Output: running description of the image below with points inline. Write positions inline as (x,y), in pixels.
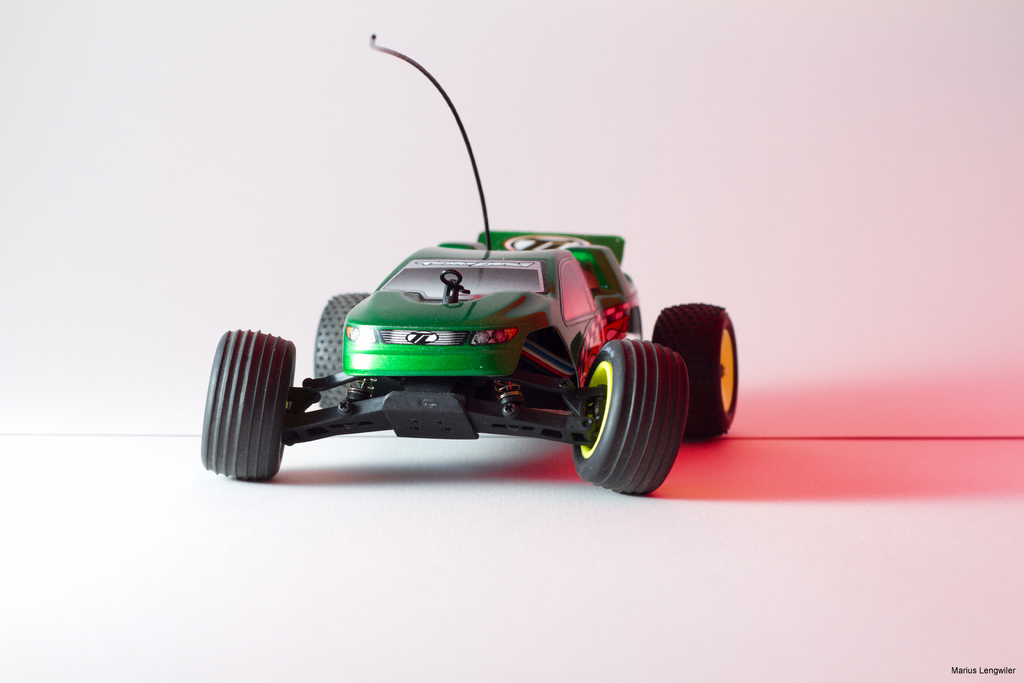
This is the toy car (504,253), on the top of the car (496,242) we can see a antenna (487,229) and back we can see a white color background (1012,161).
